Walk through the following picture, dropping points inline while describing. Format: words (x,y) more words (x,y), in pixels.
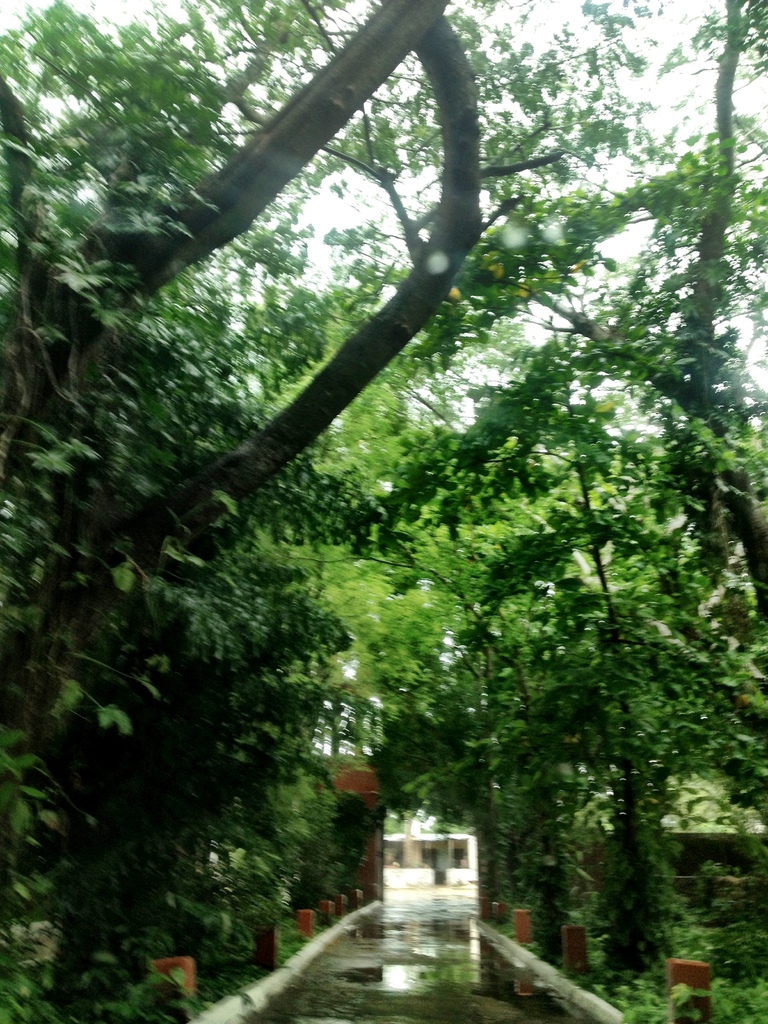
In the foreground of this image (418,927), at the bottom (407,951), there is a path (381,950) and on either side there are bollard like objects (584,948) and trees (506,715). At the top (665,96), there is the sky (662,106).
